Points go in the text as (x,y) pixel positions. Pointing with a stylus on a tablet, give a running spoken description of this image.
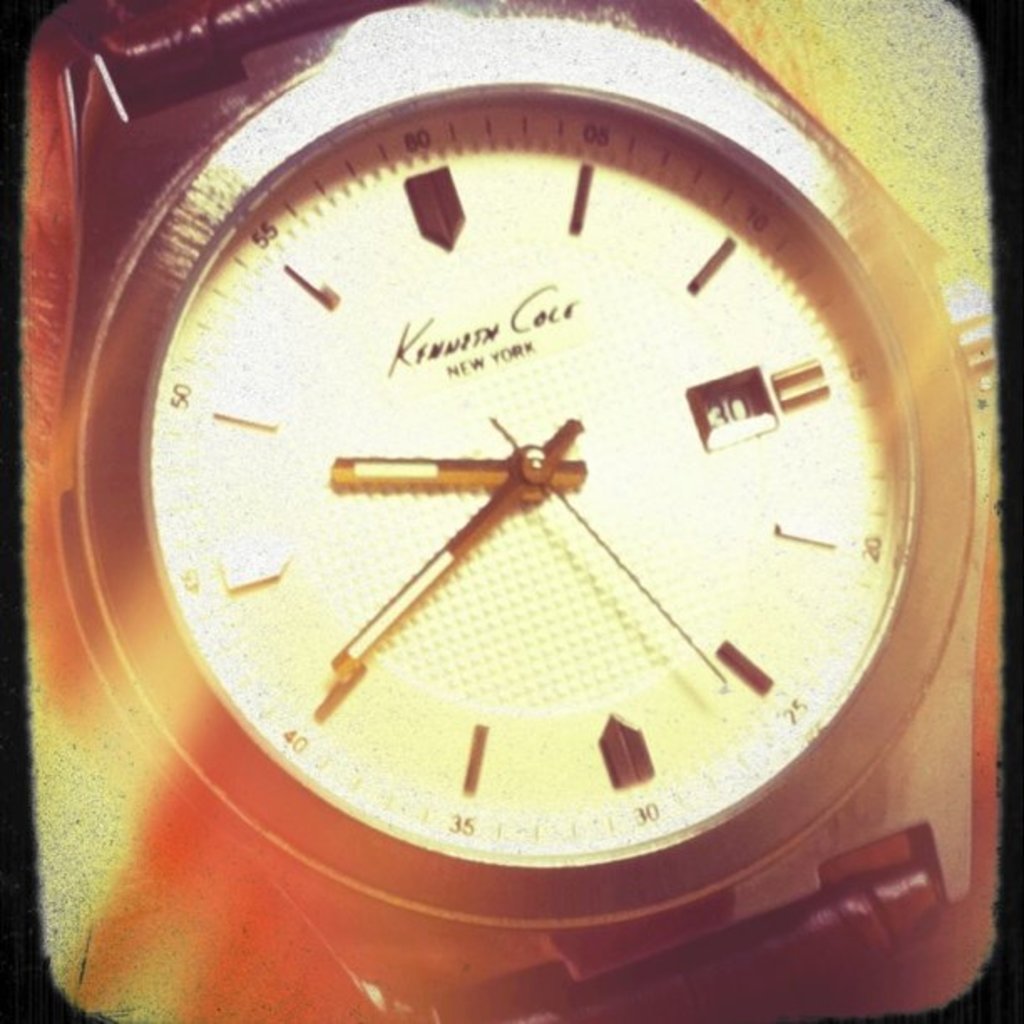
In this picture, we see a wrist watch (450,317). In the background (874,94), it is in yellow and orange color. This picture might be a photo frame or it might be an edited image.
